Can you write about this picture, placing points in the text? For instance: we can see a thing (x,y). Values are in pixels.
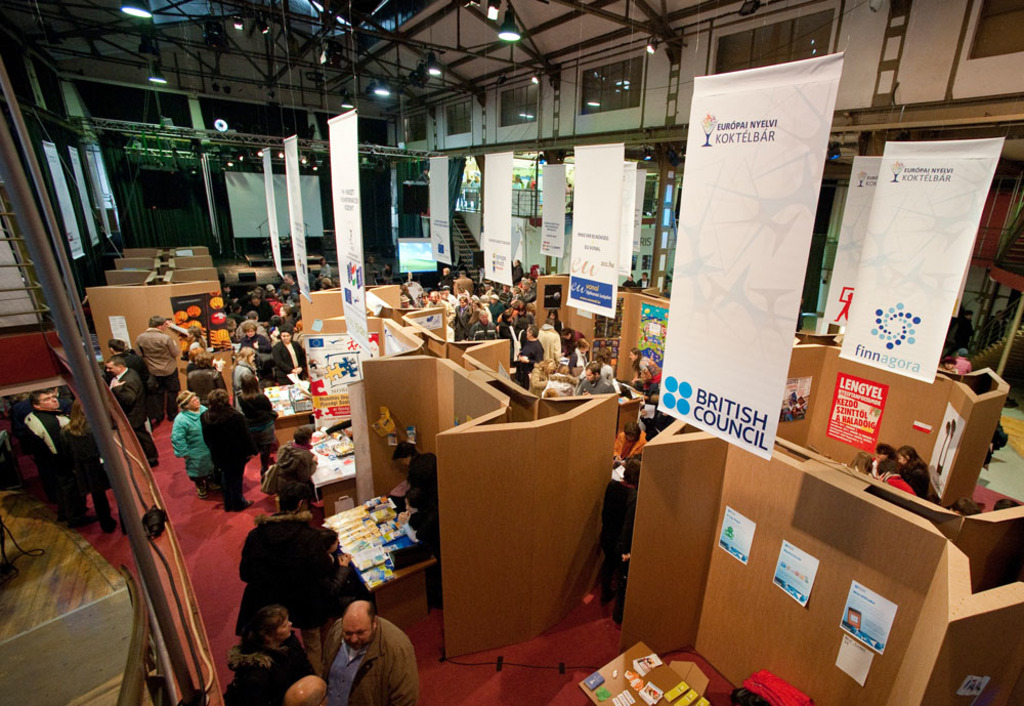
In this image we can see few persons (311,534) are standing on the carpet (206,598) on the floor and there are papers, objects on the tables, hoardings (507,218), banners (498,219), posters (548,285) on the cabins (475,435), poles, screens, lights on the poles (565,13), glass doors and other objects (122,189).
